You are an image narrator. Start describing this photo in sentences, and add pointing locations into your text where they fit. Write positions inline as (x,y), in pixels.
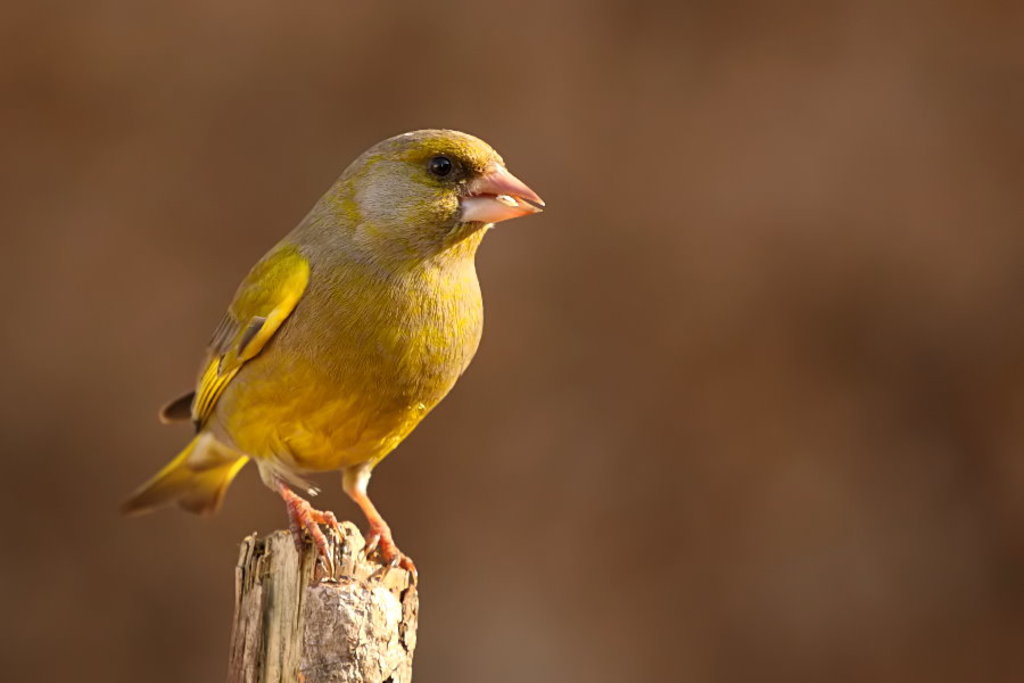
In this picture we can see a bird (457,316) on a wooden stick (350,594) and in the background (693,355) it is blurry.
